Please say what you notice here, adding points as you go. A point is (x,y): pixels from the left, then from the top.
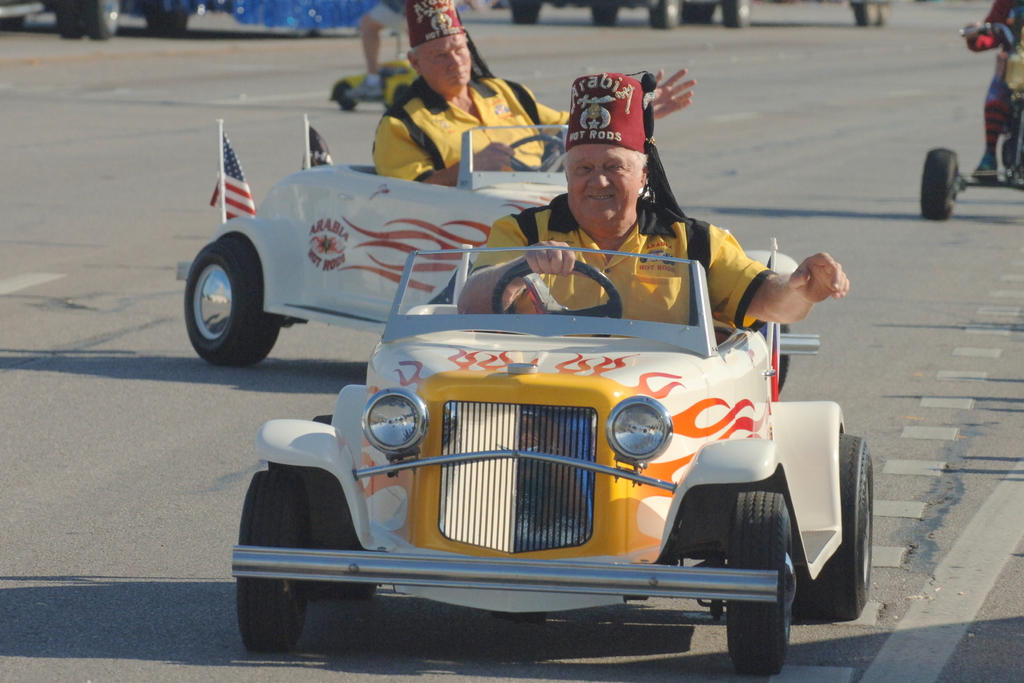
In this picture there are two men (446,114) who are wearing yellow shirt (458,122) is riding a car (449,373). There are flags (232,187) on the car (323,196). There are few other people (368,63) at the background (368,79) who are also riding vehicles (937,153) on the road (57,366).
